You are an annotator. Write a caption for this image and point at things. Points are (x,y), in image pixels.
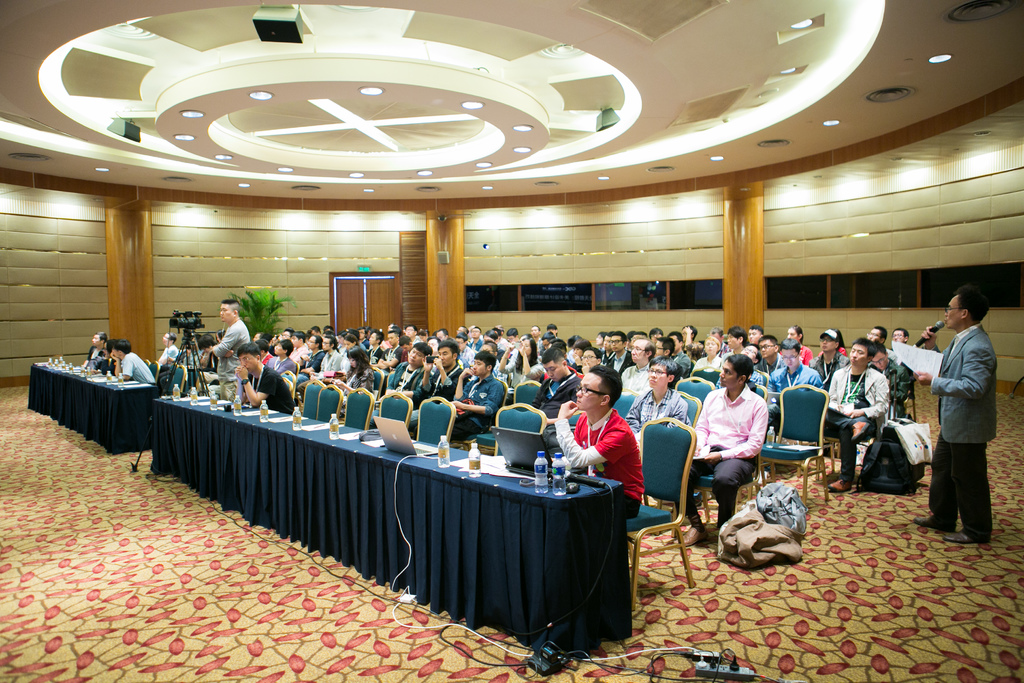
In this picture we can see a few people (697,334) are sitting on the chair (654,492). We can see a person (983,344) holding a mic (925,340) and a paper (897,349) in his hands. There are few bags (926,431) and switchboards (719,663) on the path (861,595). We can see a laptop (404,442), bottles (471,469) and a few papers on the table (419,461). Some lights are visible on top (778,98). We can see a door (339,303) and a plant (262,291) in the background (368,294).
